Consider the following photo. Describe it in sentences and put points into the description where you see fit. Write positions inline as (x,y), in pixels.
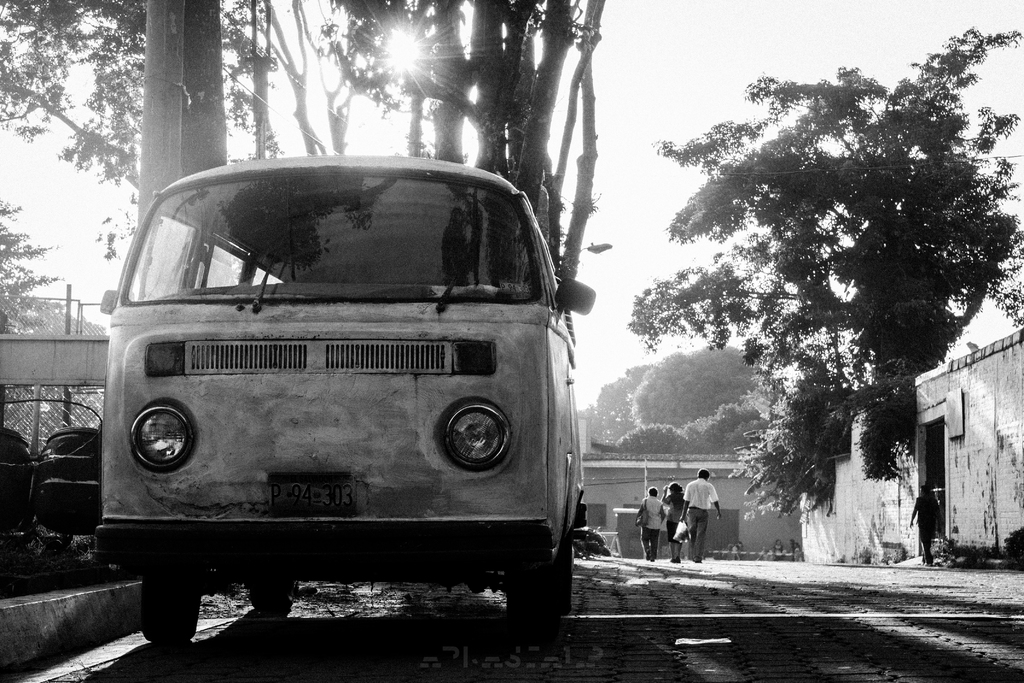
In the foreground (355,478) I can see a van (355,478) on the road (497,602) and group of people (770,550). In the background (751,523) I can see houses (852,456), trees (734,428) and a fence (54,407). On the top (735,112) I can see the sky (735,112). This image is taken during a day.
